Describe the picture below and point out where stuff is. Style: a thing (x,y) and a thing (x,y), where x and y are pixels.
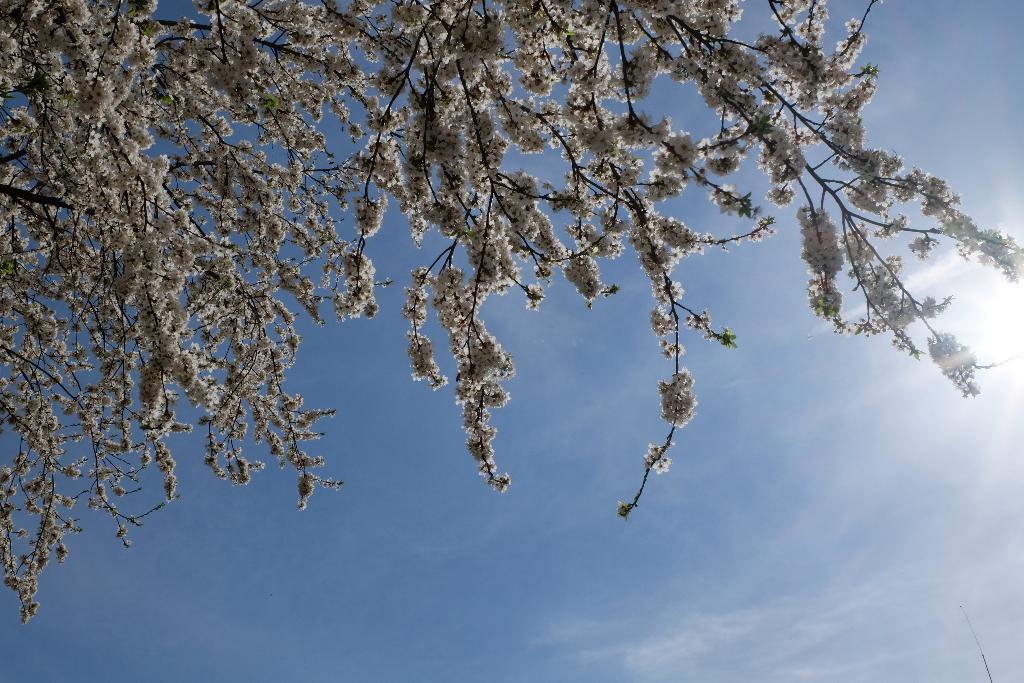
In this image I can see few white color flowers (176,227). The sky (182,473) is in blue and white color.
